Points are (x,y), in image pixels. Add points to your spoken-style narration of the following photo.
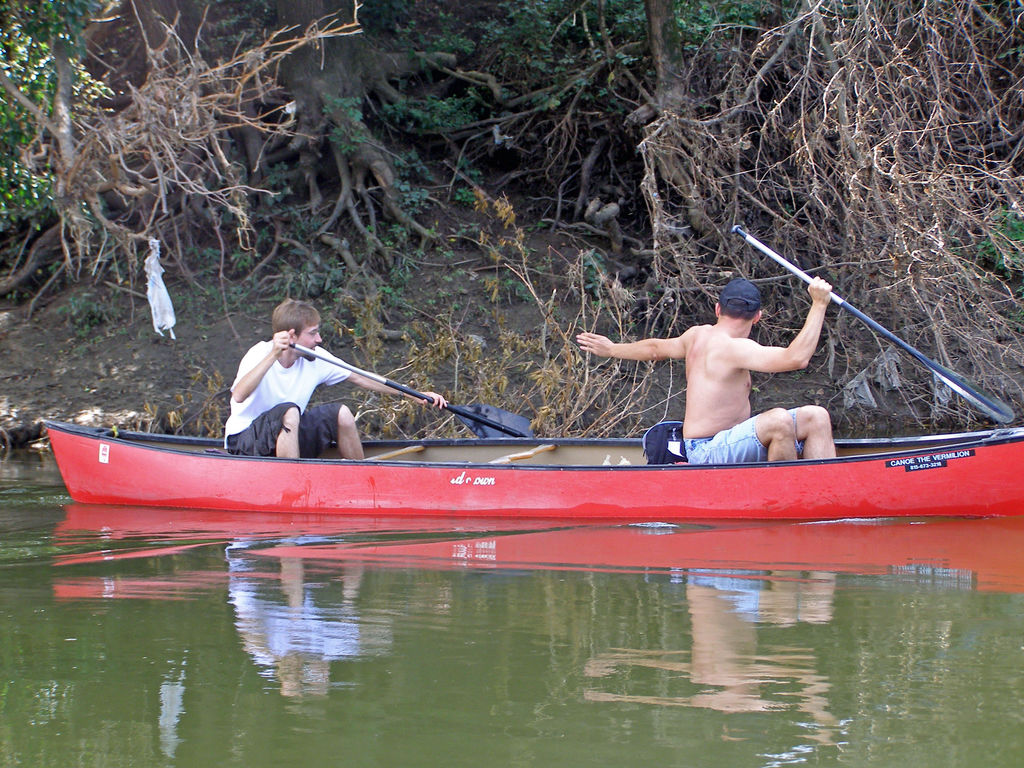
In this picture we can see two men (278,443) holding paddles (825,299) with their hands (828,298) and sitting on a boat (605,489) and this boat (504,455) is on the water (428,635) and in the background (173,121) we can see a cloth (150,271), trees (426,235) on the ground (406,249).
